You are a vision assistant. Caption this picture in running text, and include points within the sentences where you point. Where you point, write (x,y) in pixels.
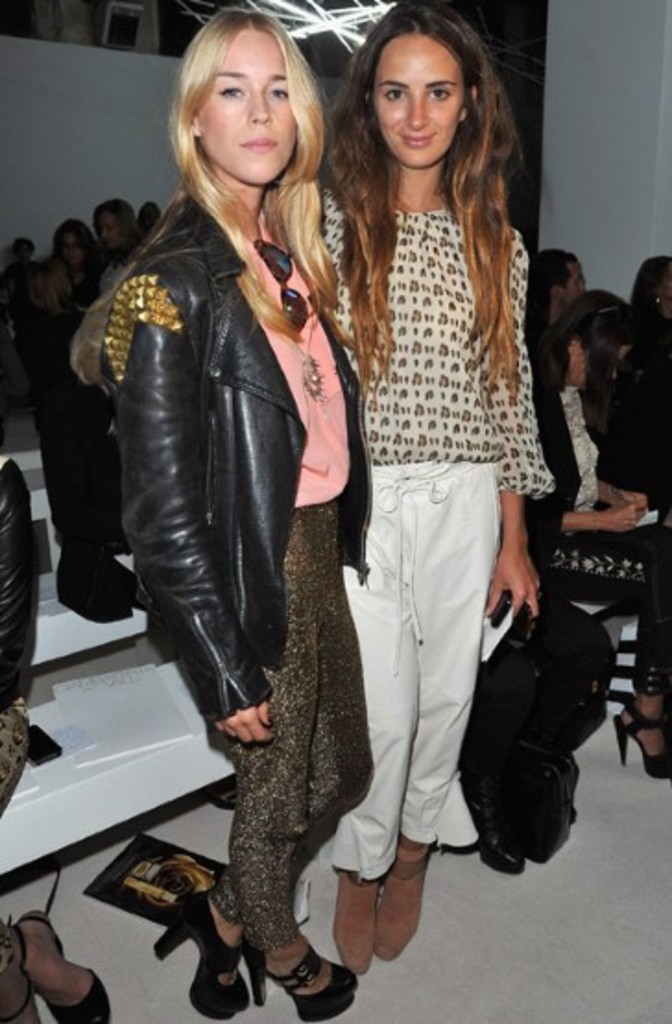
In the center of the image (301,473) we can see a few people (408,509) are standing and they are smiling, which we can see on their faces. And the right side person (472,488) is holding some objects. In the background (600,492) there is a wall (639,259), benches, few people (71,239) are sitting, few people (31,337) are holding some objects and a few other objects (80,560). On the front bench (82,706), we can see the papers (68,690), one phone (49,752) and a few other objects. Below the bench (46,690), we can see one book (146,886).
